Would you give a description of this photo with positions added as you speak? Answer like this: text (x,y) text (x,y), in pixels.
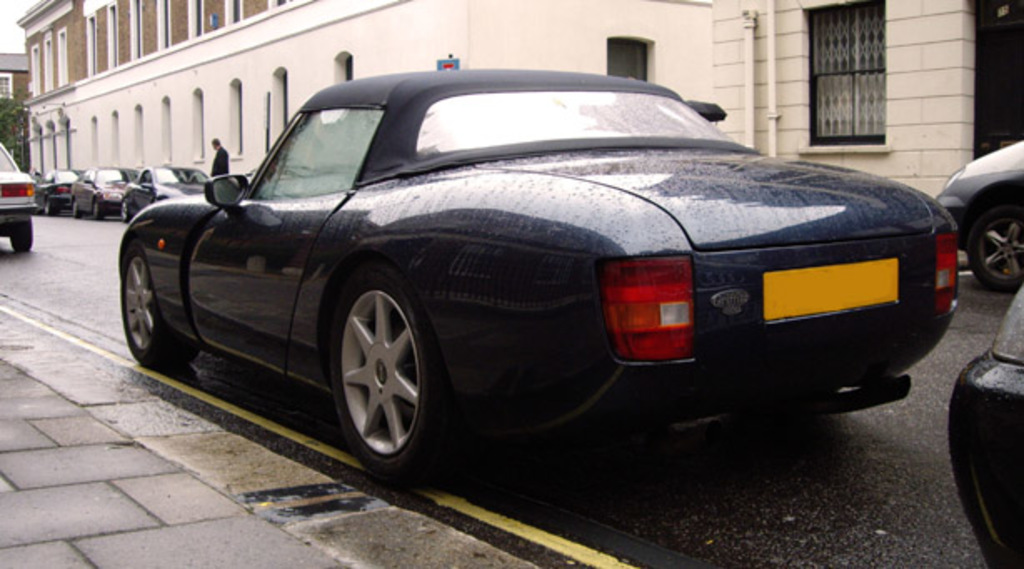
In this image we can see vehicles (265,275) on the road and a person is standing at the vehicle (195,176). On the left side (96,378) at the bottom corner (68,418) we can see the footpath (112,481). In the background (212,118) there are buildings (131,137), windows (816,73), doors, poles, trees (17,153) and sky (18,46).
